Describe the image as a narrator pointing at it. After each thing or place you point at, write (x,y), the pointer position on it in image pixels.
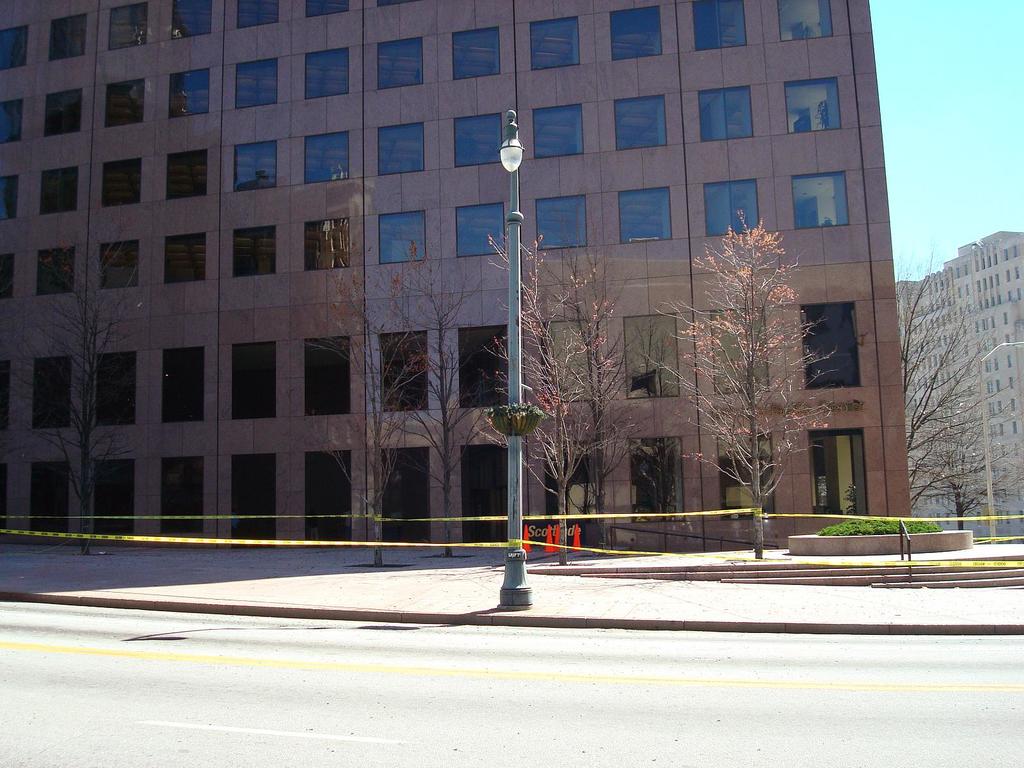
In this image I see the buildings (889,297) and I see 2 light poles (987,489) and I see the road (607,637), footpath (770,591) and steps (885,576) over here and I see the plants (863,526) over here and I see the trees (449,424). In the background (928,229) I see the blue sky (933,133) and I see the orange color things (551,531) over here.
